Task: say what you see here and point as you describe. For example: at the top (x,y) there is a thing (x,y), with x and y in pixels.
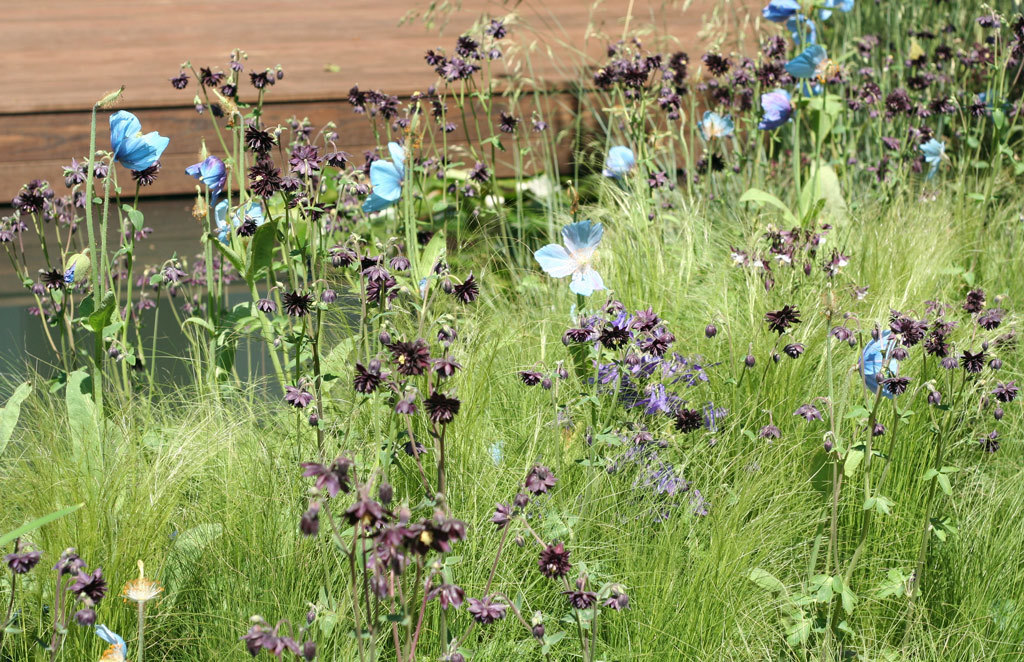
In the foreground of this image (631,475), there are plants (523,487), grass (643,501), flowers (594,270) and in the background (363,49) there is a wall (56,62).
